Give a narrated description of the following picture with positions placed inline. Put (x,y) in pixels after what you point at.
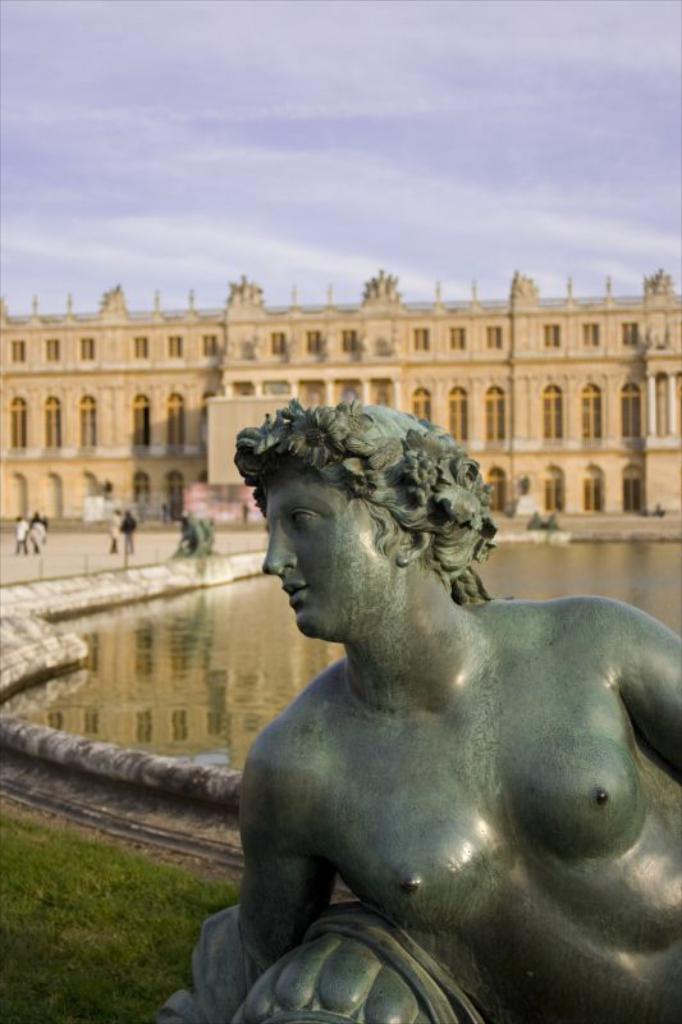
In this picture we can see a statue (462,805) here, in the background (508,368) there is a building (296,385), we can see some people (118,527) standing here, we can see water (635,577) here, there is the sky (411,76) at the top of the picture (404,105).
